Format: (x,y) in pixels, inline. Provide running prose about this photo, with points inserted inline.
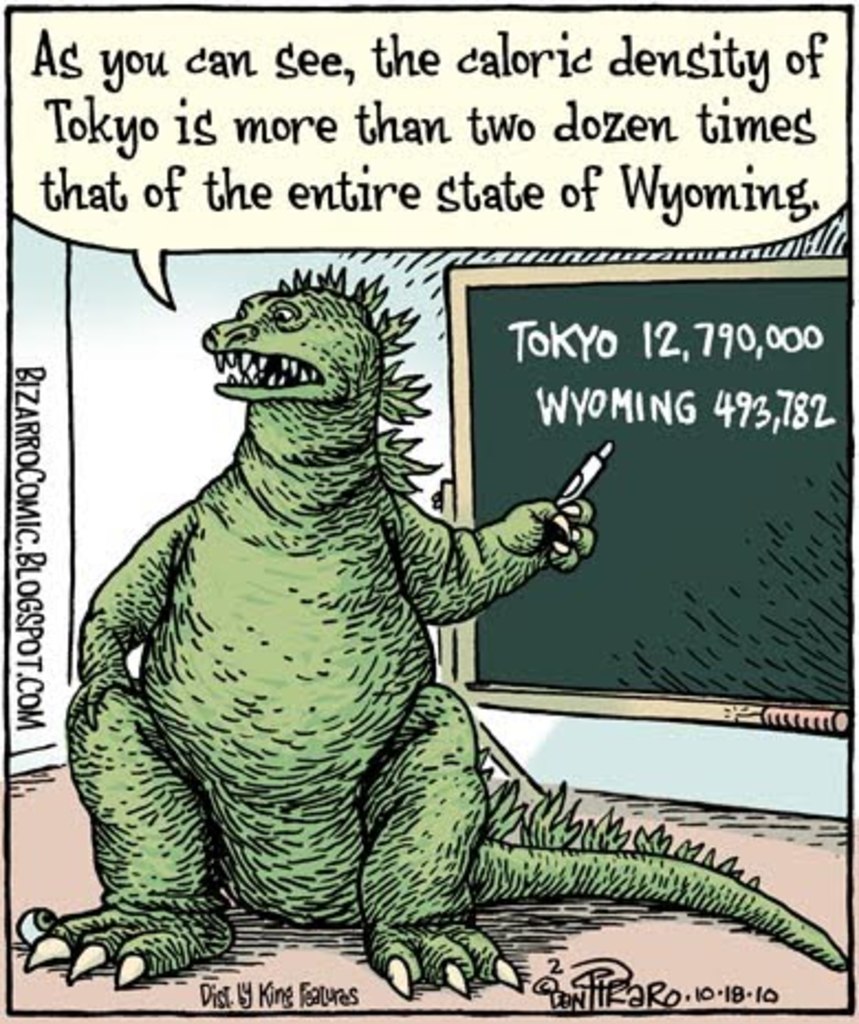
This picture contains a dragon (342,621) which is in green color is holding a pen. Behind that, we see a green board (654,487) with some text (795,426) written on it. At the top of the picture (425,79), we see text (146,138) written on the white color tag (328,198). I think this picture might be taken from the newspaper.
